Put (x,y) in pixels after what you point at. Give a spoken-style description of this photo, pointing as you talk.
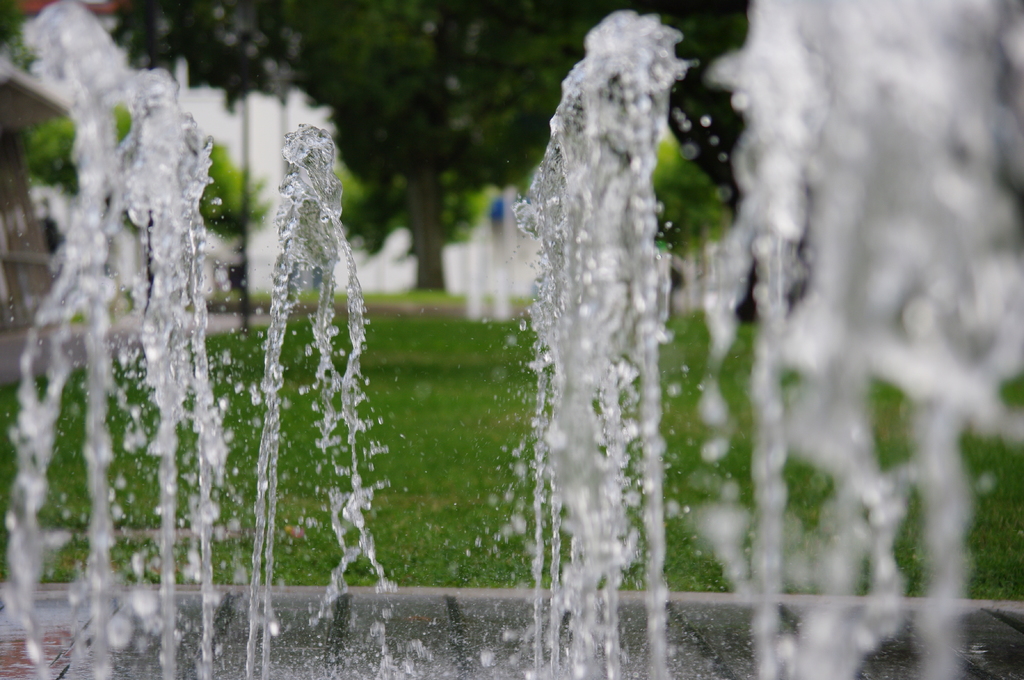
In this picture we can see the fountain (96,582). On the right (855,418) there is a water (925,295). In the background (683,262) we can see the building (295,126), trees (389,219), plants (459,205) and grass (410,426).
